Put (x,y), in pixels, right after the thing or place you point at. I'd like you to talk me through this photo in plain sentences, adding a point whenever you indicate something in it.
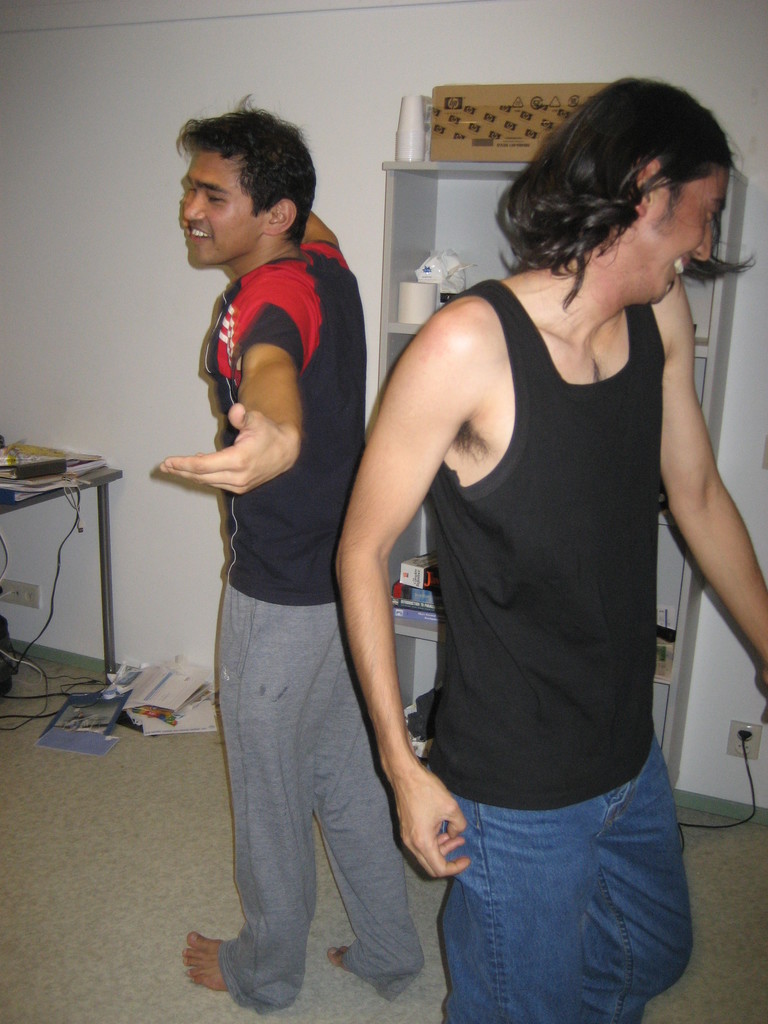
In this image we can see the persons (478,699) standing on the floor (124,753). And at the back (416,662) we can see the cupboard (426,219) with racks (487,209), in that there are boxes (496,119), papers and few objects (419,291). We can see the table (89,483), on the table (48,499) there are papers (82,466), books (50,480) and few objects (65,485). And at the bottom (141,702) we can see the books (75,705) and papers (145,716). And there is the wall (123,511) with sockets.
